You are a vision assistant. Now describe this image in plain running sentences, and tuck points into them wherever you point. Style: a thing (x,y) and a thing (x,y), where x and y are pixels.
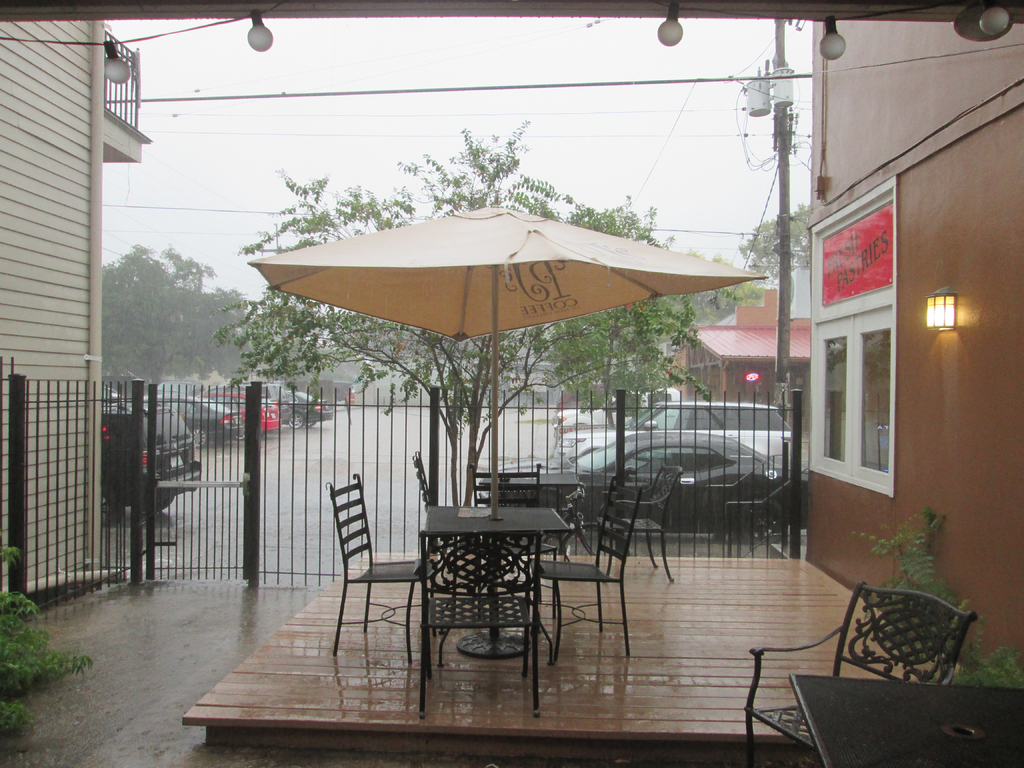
In this image there is sky (235,286), there are trees (675,378), there are chairs (397,566), there is a table (470,531), there is an object (467,515) on the table (454,521), there is an Umbrella (497,313), there are lights (269,38), there is a pole (780,379), there is a gate (199,488), there is road (340,466), there are vehicles (165,424) on the road (269,434).
